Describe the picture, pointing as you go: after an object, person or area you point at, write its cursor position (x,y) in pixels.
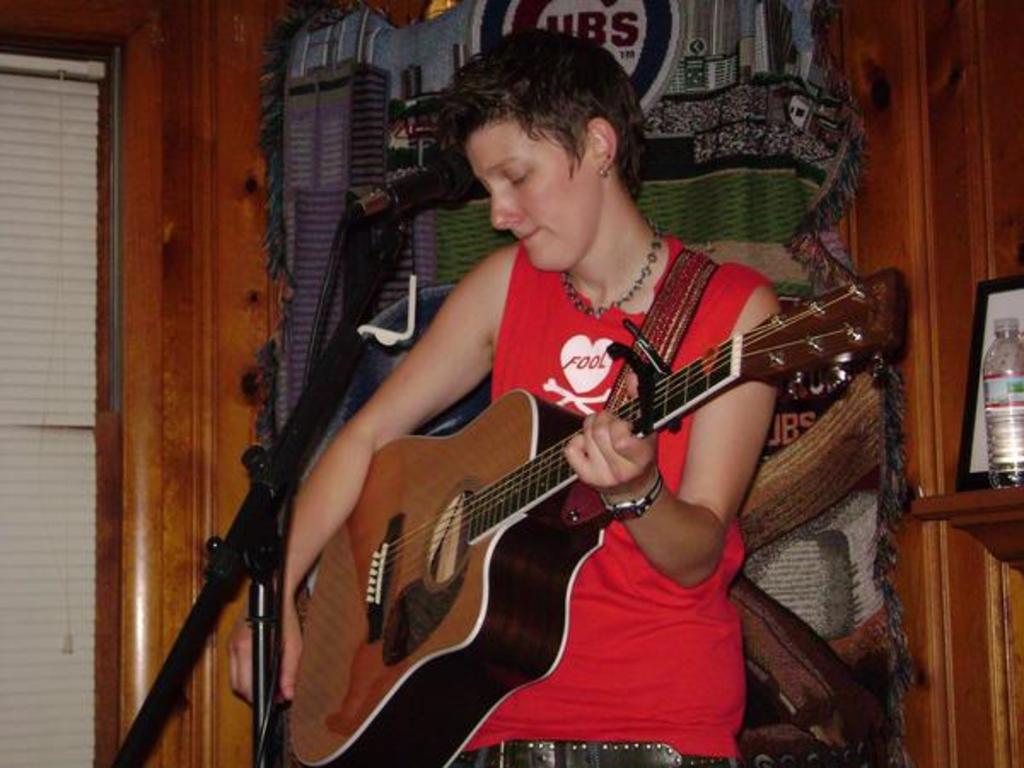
In this image i can see a person (637,580) in a red shirt (629,647) is standing and holding a guitar (870,302). I can see a microphone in front of the person (299,547). In the background (711,96) i can see a cloth (708,159), a wall (889,121), a photo frame (973,450), a bottle (997,462) and the window blind (37,680).
